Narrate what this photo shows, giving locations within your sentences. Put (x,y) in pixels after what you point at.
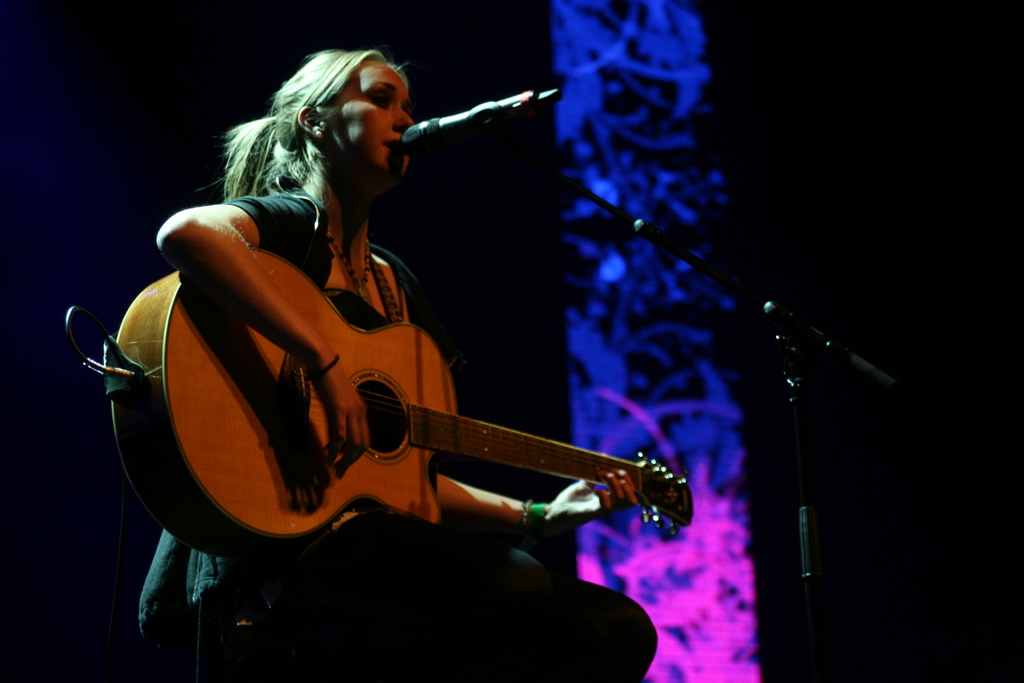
In this picture we can see woman (285,225) holding guitar (435,385) in his hand (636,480) and playing it and singing on mic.
